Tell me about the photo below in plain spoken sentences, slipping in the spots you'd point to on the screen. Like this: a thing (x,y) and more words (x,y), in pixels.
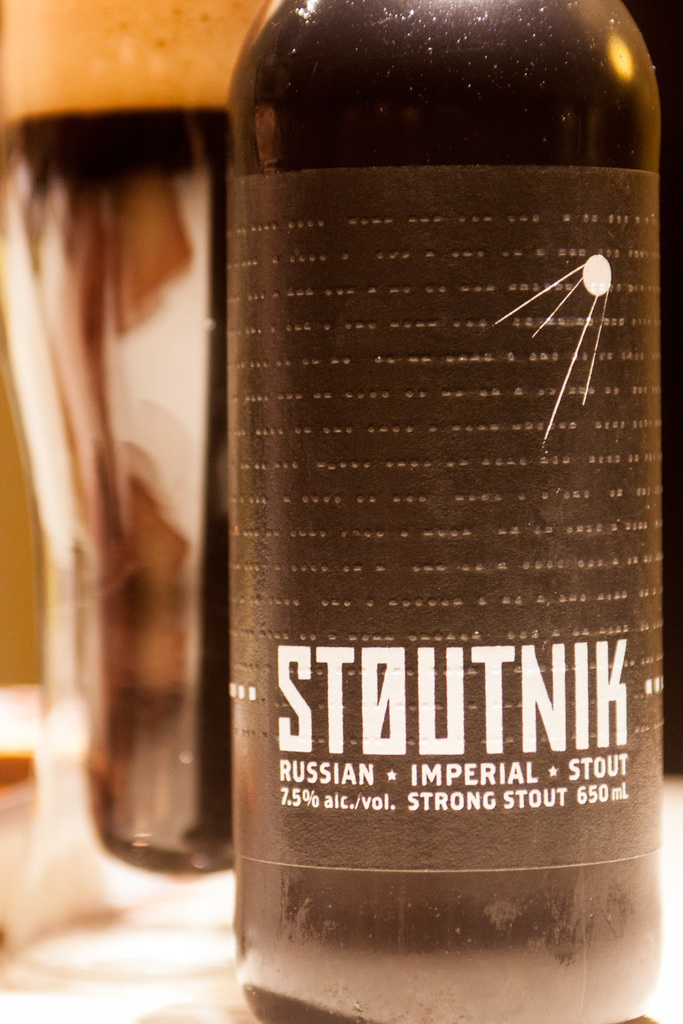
In this picture there is a bottle (525,613) and there is a text (465,762) on the label (543,807). At the back (49,705) there is a glass (102,771) and there is a wall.
